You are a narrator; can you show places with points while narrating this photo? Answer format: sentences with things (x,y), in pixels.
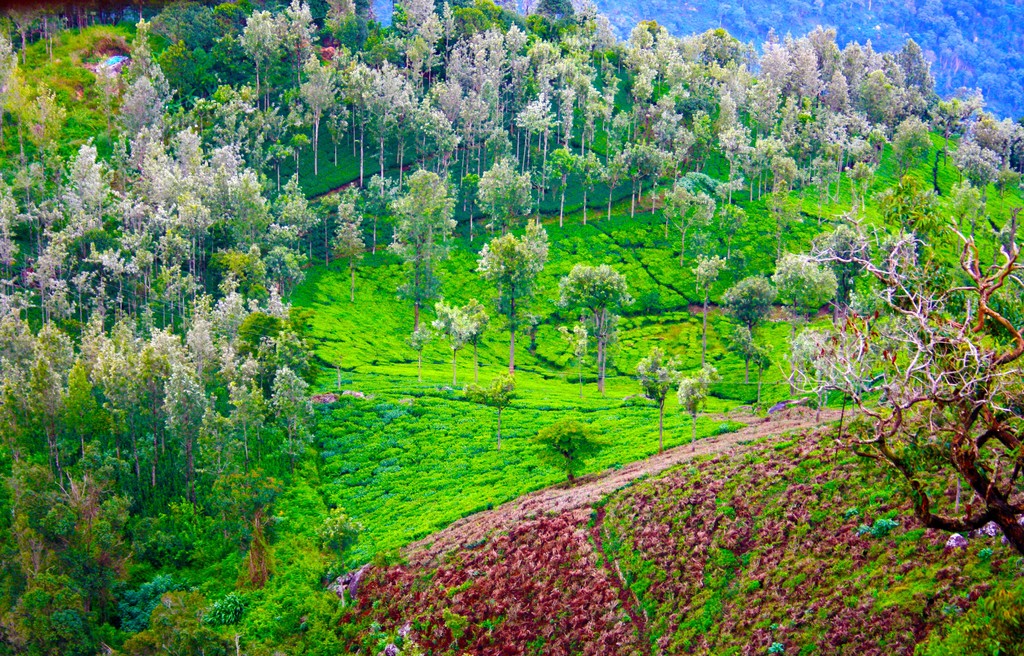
In this image, we can see trees (276,74) and at the bottom (581,503), there are plants (491,420) and there is ground (544,490).
